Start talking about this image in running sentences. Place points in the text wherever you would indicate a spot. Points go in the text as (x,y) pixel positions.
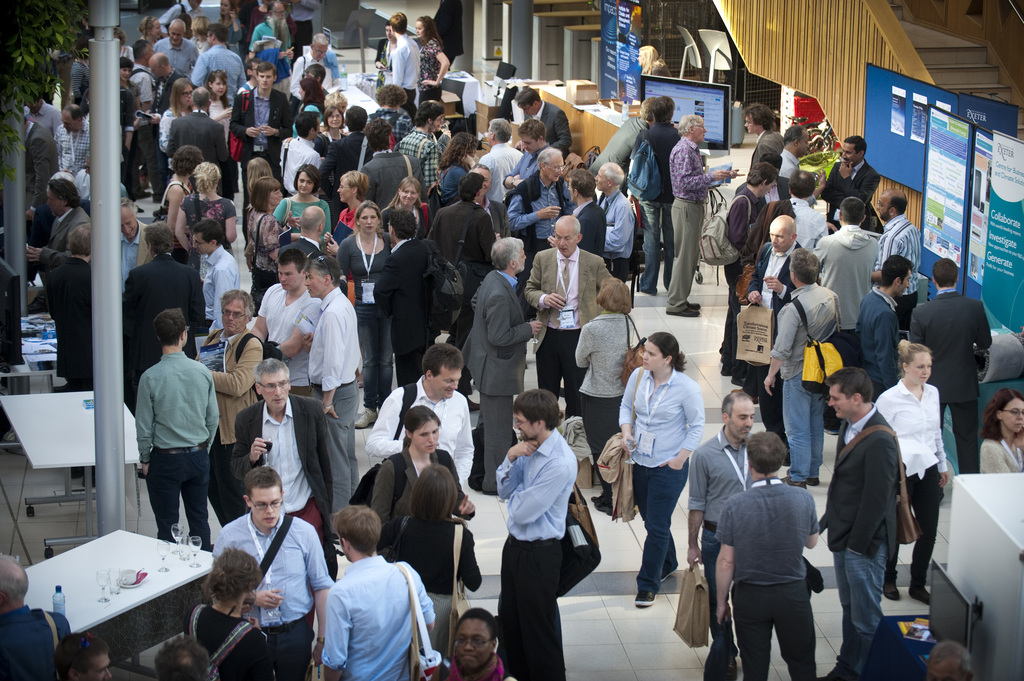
In the image there are many people (503,337) stood on the floor (705,403), this seems like a business exhibition or a meeting hall (923,79).
